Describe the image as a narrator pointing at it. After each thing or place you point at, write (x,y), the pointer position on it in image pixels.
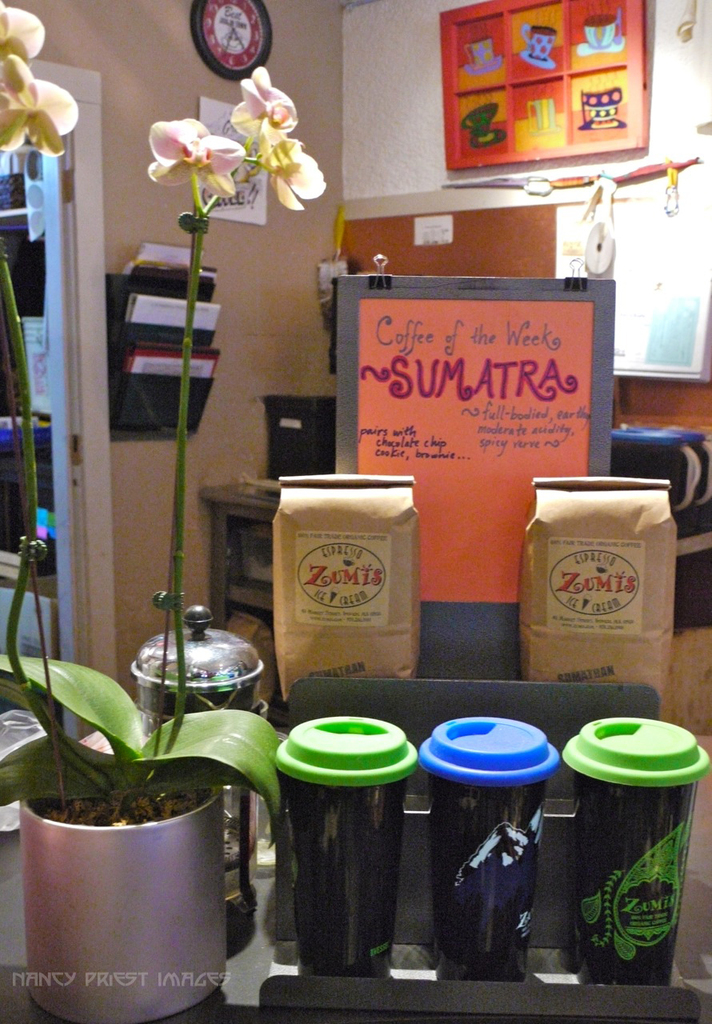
In the picture we can see a desk (329,1023) with a plant (29,704) and long stem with flowers (54,100) to it and beside it, we can see three things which are black in color and behind it, we can see two coffee packets (578,597) and a board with some information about the coffee and in the background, we can see a wall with the clock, some posters (472,28) and a board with some posters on it and beside the wall (131,230) we can see another room door frame (68,289).
